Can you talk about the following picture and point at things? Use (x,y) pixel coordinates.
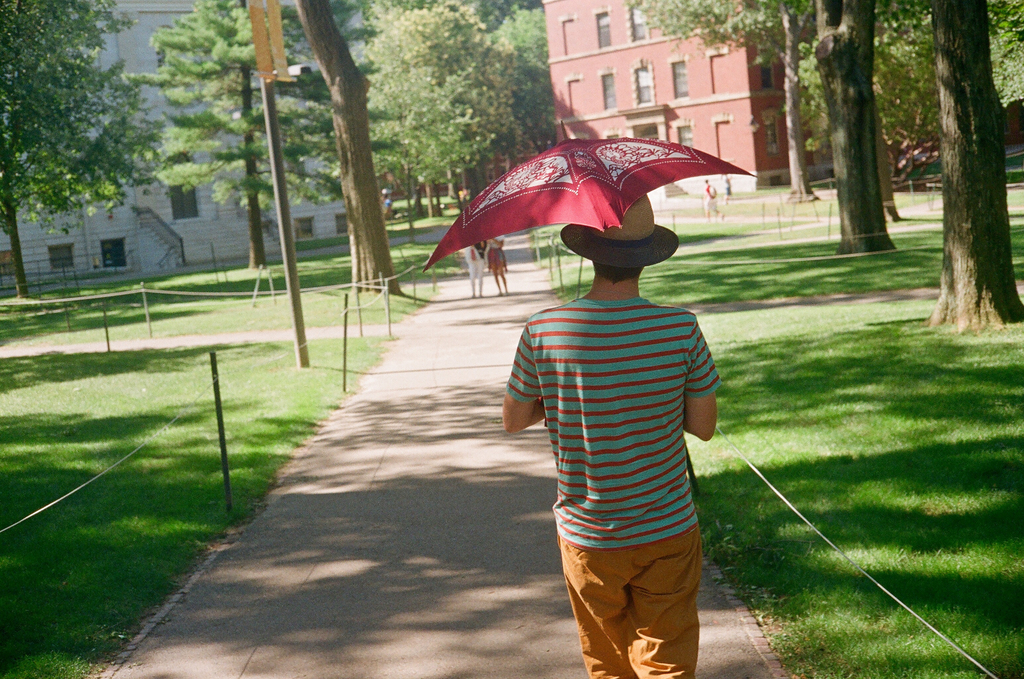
In this picture, we can see a few people (619,601), and a person (523,381) holding an umbrella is highlighted, and we can see path (523,558), ground (104,551) with grass (227,405), poles (293,325), trees (250,241), buildings (700,66) with windows (58,263), and we can see stairs (142,216) and railing (182,291).
